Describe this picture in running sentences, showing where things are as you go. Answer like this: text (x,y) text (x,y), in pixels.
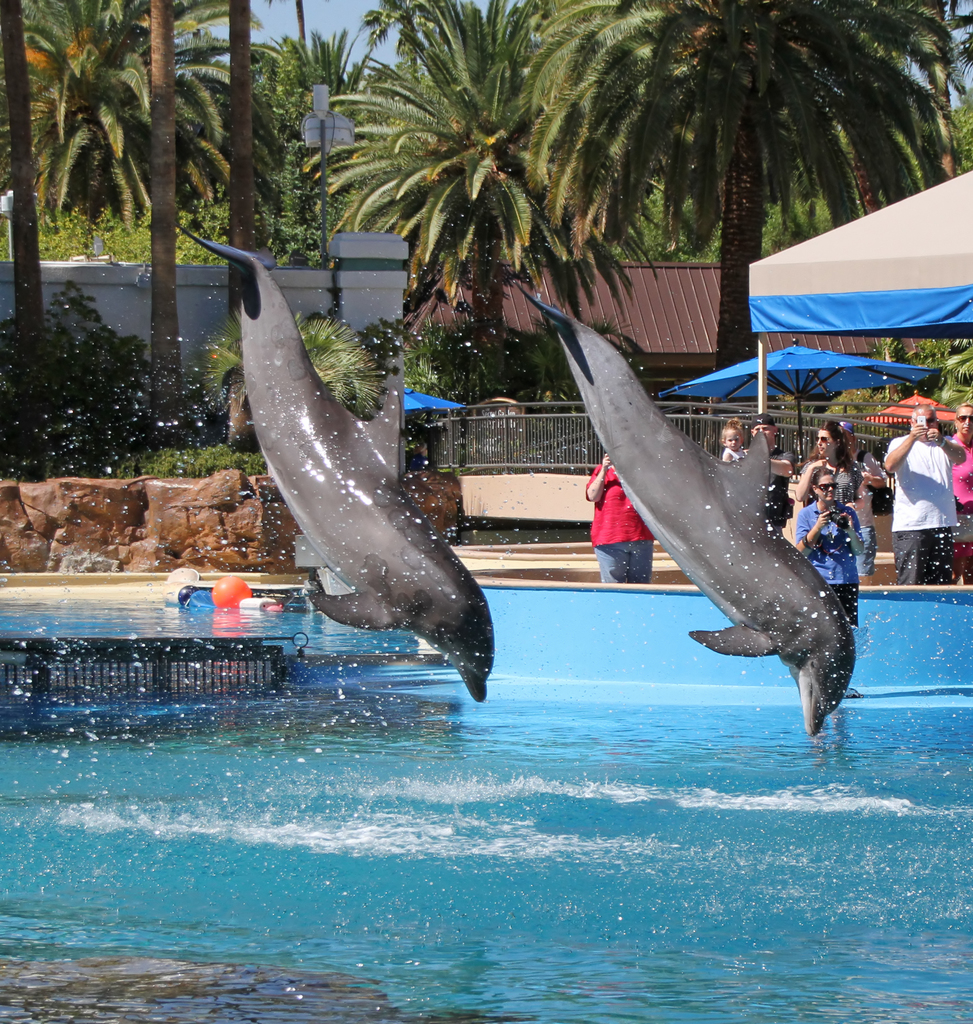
In this image I can see the water (623,806) in blue color. I can see two dolphins (472,662) which are in grey color and these are in the air. To the side I can see the person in the water (696,722). I can also see the ball (230,594) and some objects (210,607) on the water (557,707). To the side of the water (557,707) I can see the group of people (611,504) with different color dresses (611,486). In the background (836,251) I can see the tents (815,317), many trees (342,344), railing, house (603,313) and the sky (338,20).
